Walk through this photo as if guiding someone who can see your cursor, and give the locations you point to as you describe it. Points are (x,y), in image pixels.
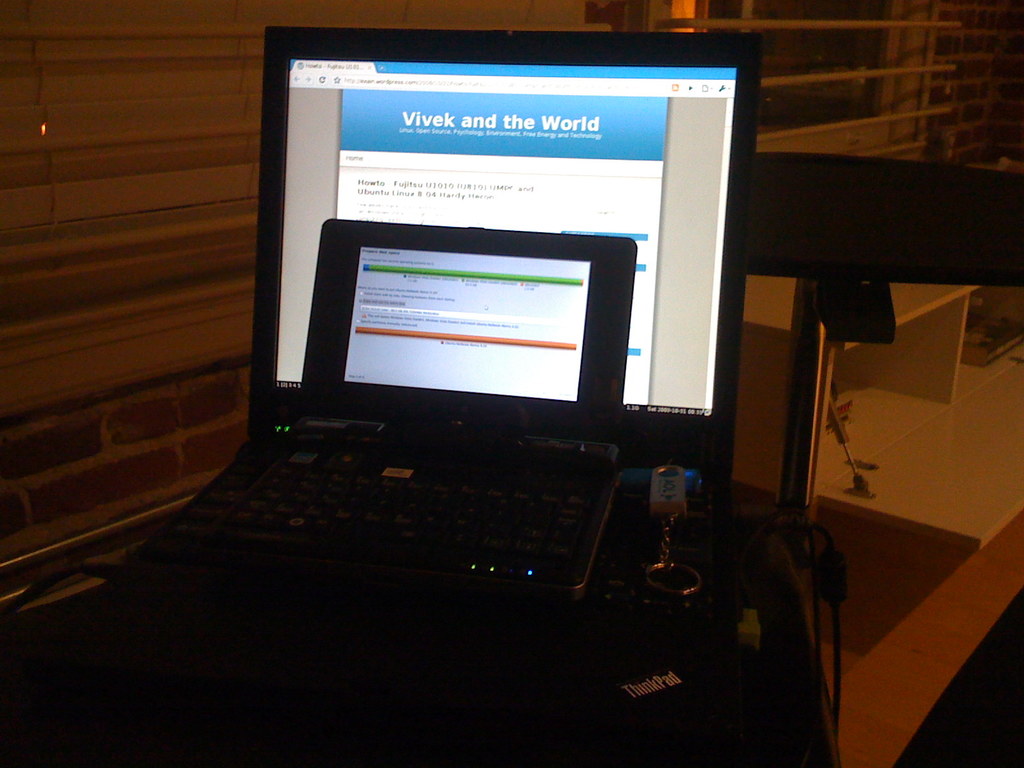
In this picture I can see the laptops (528,446) in the middle (638,481) and a key chain (656,476), on the right side (827,464) there are shelves (925,388).
